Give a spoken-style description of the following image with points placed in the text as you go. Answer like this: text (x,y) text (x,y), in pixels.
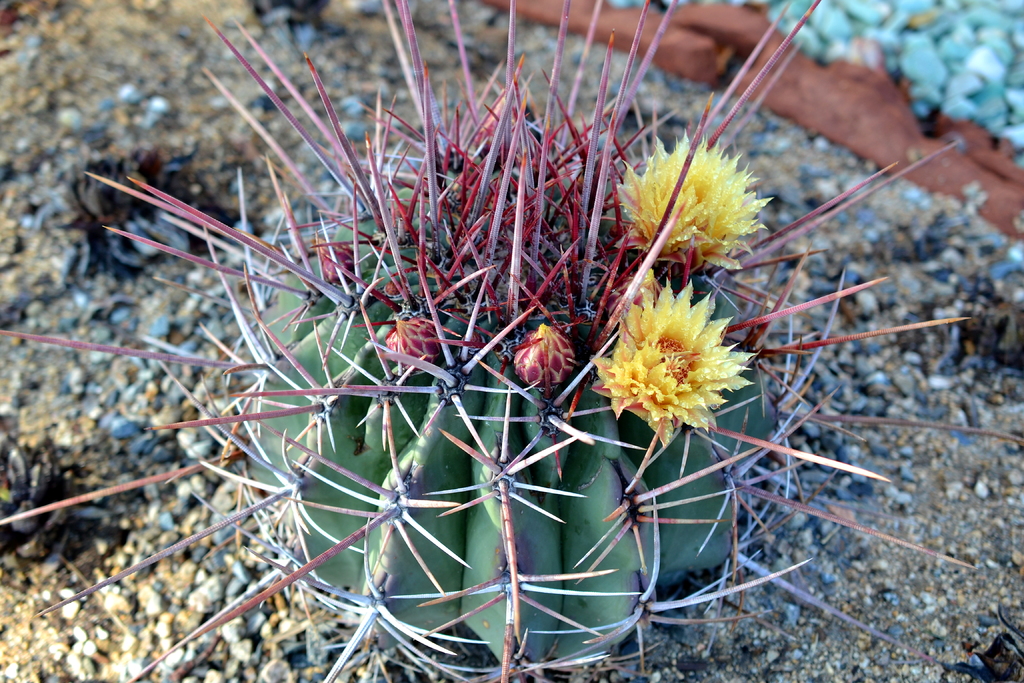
In this image, we can see a plant (383,205), there are some stones (57,257) and there is sand (1022,588).
